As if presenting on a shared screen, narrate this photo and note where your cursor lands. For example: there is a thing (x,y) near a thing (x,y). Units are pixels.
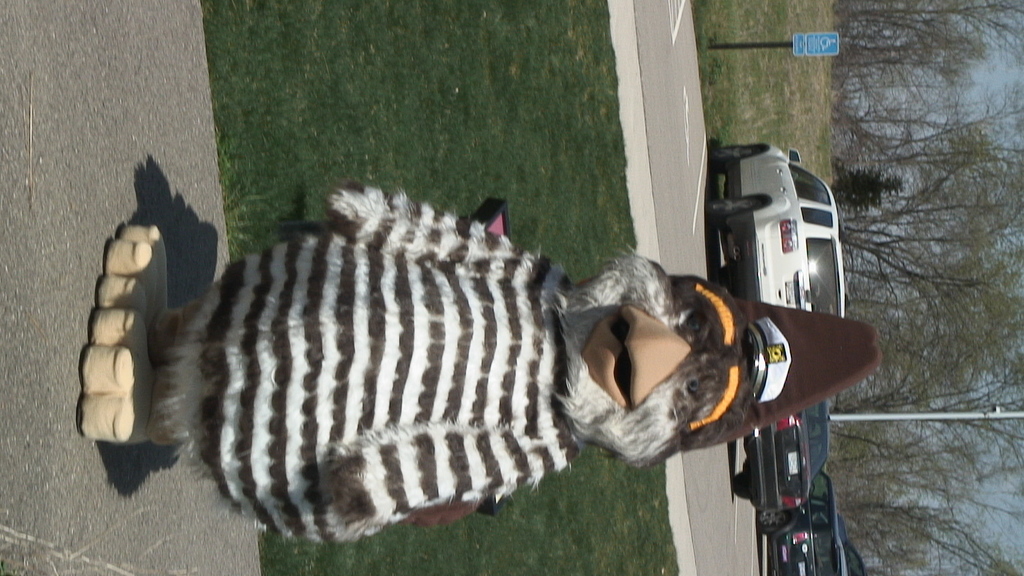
In this picture we can see mascot (340,360) on the road (188,485), grass (523,140), cars (728,208), poles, board (803,51) and trees (873,197). In the background of the image (1015,71) we can see the sky (1000,75).
